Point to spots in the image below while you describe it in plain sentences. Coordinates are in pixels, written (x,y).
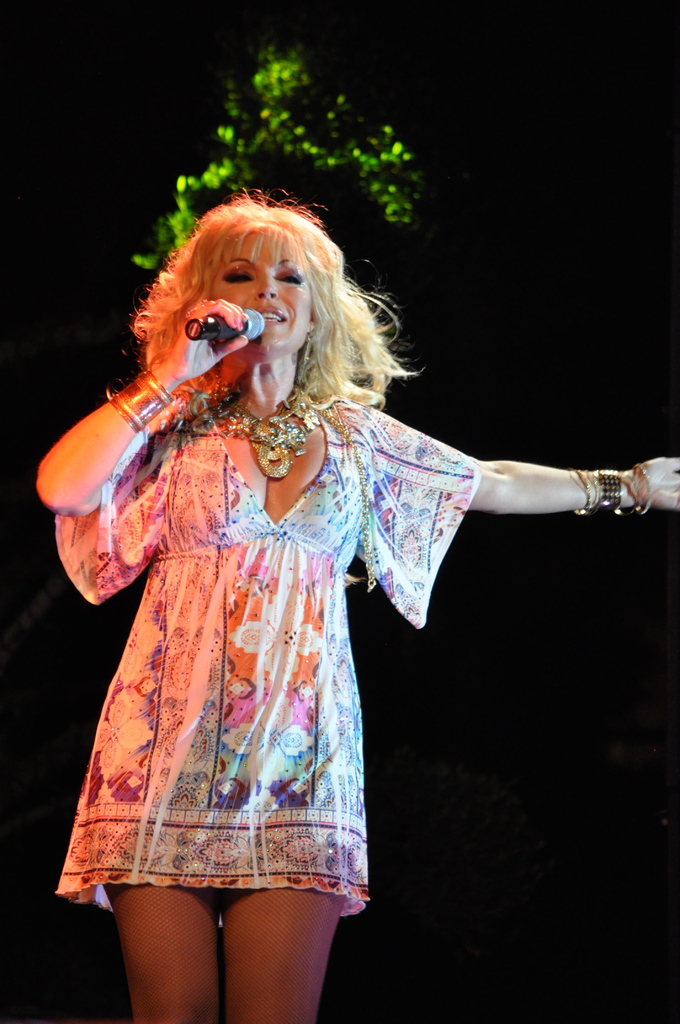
In this image, there is a woman (180,717) and holding a microphone (234,335), In the background (255,123) there is a green color tree (265,135).
